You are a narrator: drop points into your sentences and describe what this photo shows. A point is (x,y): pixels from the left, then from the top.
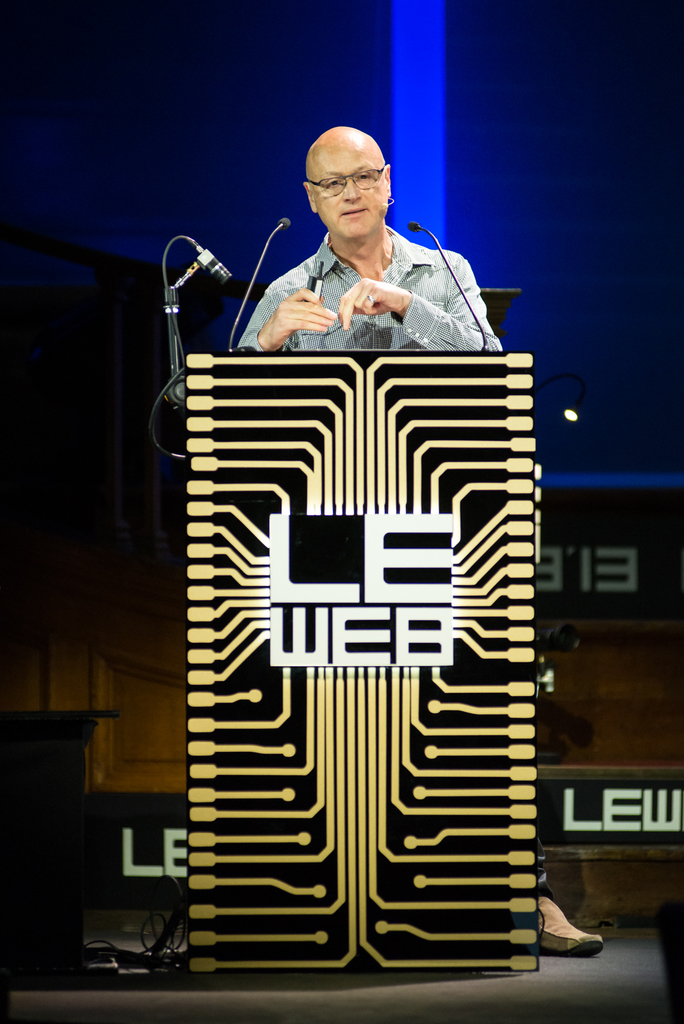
In this image I can see the person (383,166) standing in front of the podium (394,690) and I can also see few microphones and I can see the blue color background (507,166).
